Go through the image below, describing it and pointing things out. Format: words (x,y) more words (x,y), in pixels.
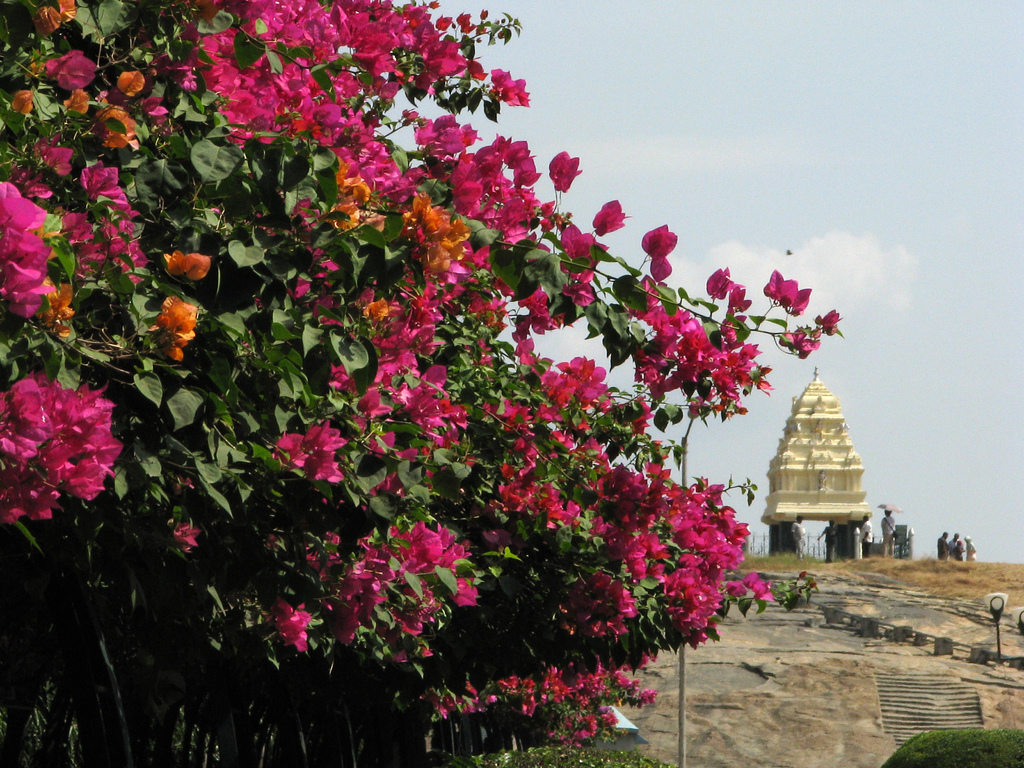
In this image, we can see trees (558,545) with flowers (369,594). On the right side of the image (996,628), we can see temple (804,457), people (867,551), stairs (945,699), poles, plants (708,563) and the sky (826,247).
